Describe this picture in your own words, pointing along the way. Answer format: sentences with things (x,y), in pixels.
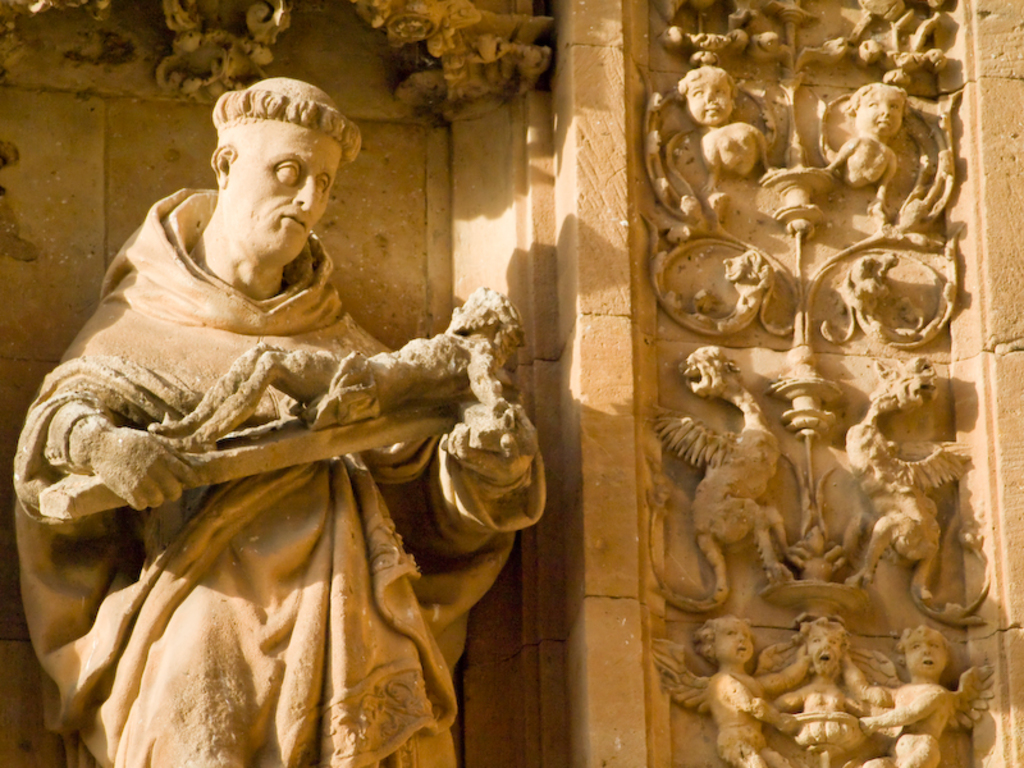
In this image there is a sculpture (287,349) of a man (277,288), he is holding an object (316,419), there is the wall (646,198) behind the man (185,392), there are sculptures (794,245) on the wall (146,82).
